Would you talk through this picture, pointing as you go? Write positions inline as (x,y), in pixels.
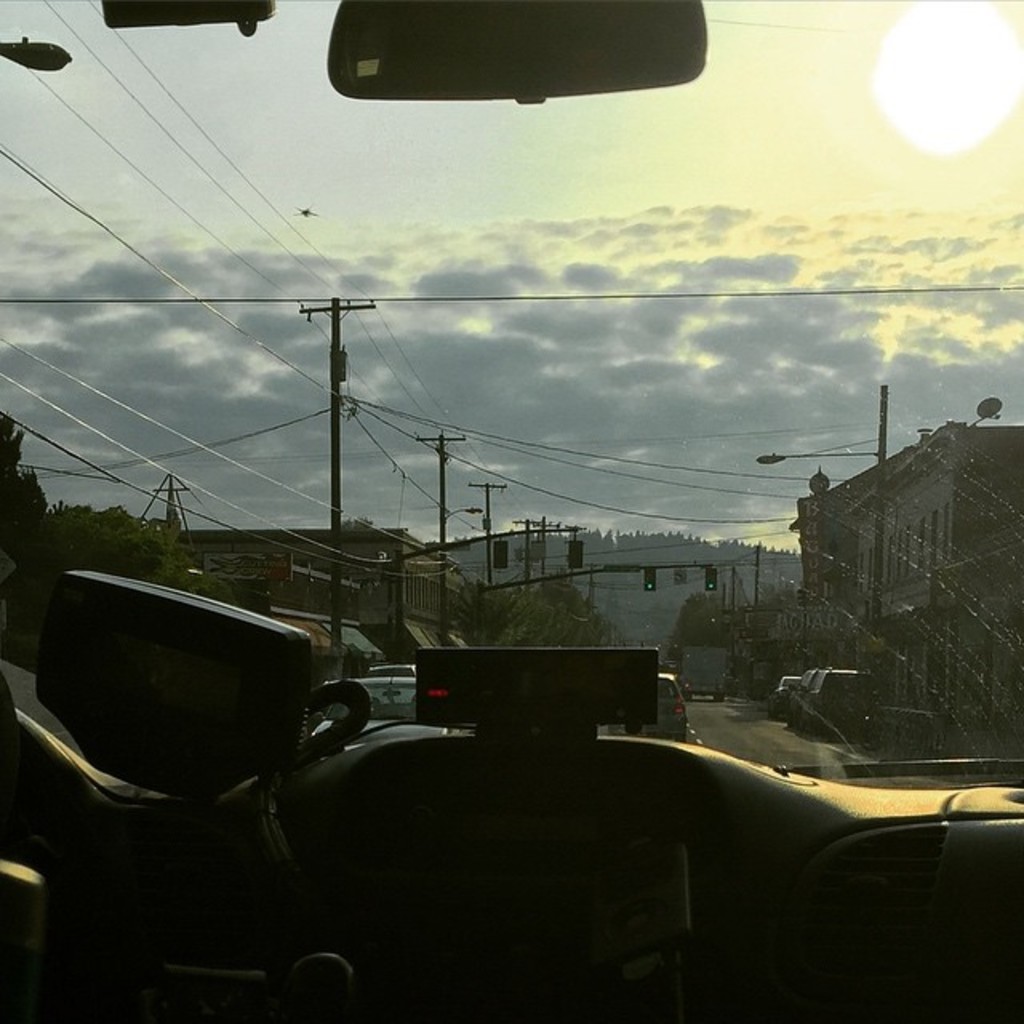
This image is clicked from inside a vehicle (174,657) through the glass (840,513). Outside the glass (781,649) there are vehicles (686,661) moving on the road (740,702). In the background (292,599) there are buildings (955,570), trees (591,535) and mountains (645,554). Beside the road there are electric poles (337,423), traffic signal poles (637,566) and street light poles (880,520).
